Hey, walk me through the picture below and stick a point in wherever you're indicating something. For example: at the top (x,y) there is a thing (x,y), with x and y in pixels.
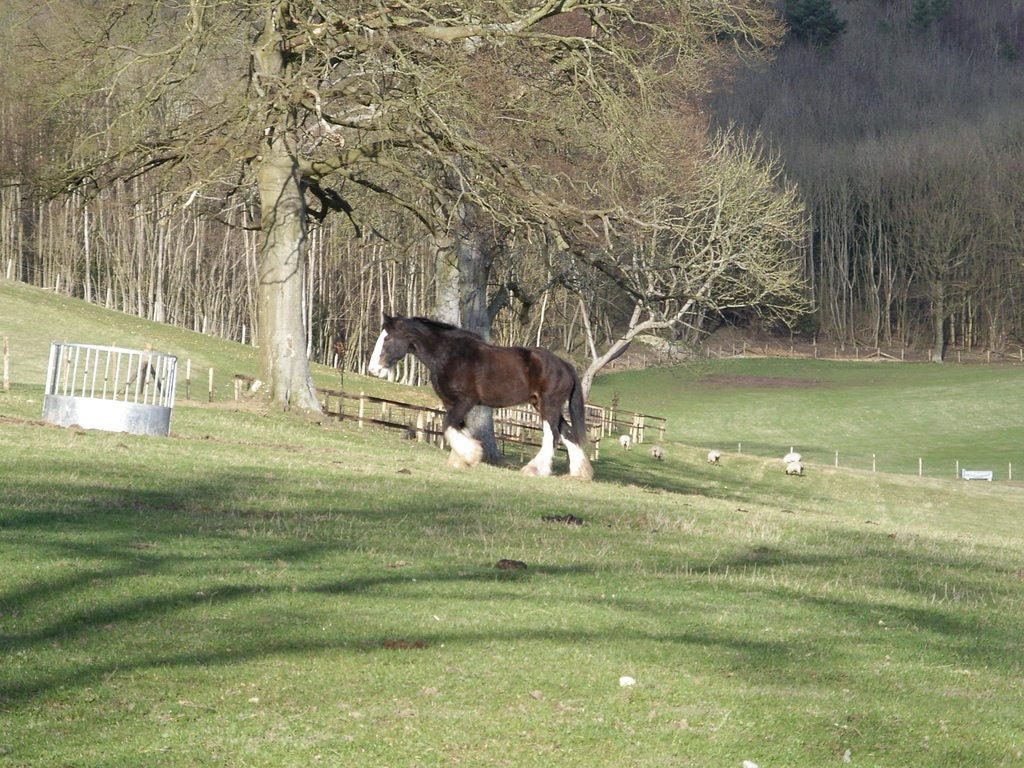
In this image, we can see some trees (658,246). There is a horse (426,358) in the middle of the image (474,380). There is a grass (806,505) on the ground (700,562).
